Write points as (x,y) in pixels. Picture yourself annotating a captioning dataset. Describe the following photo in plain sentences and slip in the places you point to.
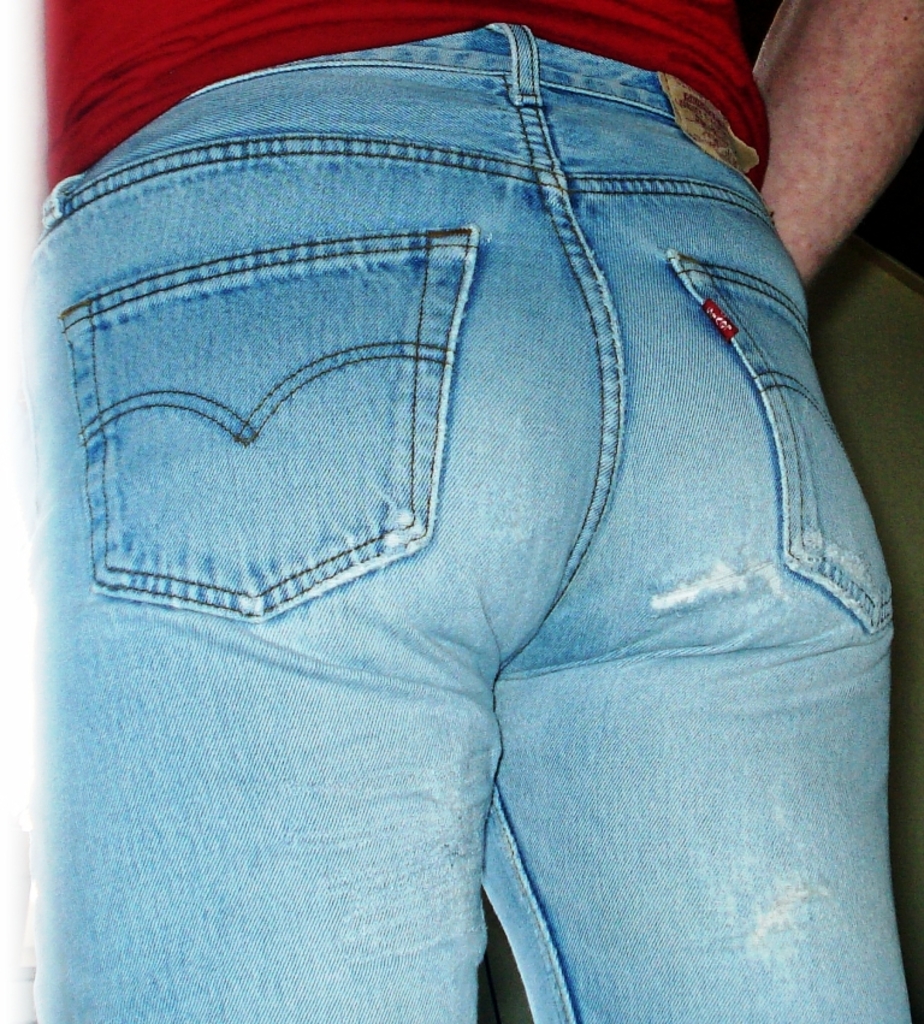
In this picture we can see a person (286,884) standing and in the background (919,185) it is dark.
